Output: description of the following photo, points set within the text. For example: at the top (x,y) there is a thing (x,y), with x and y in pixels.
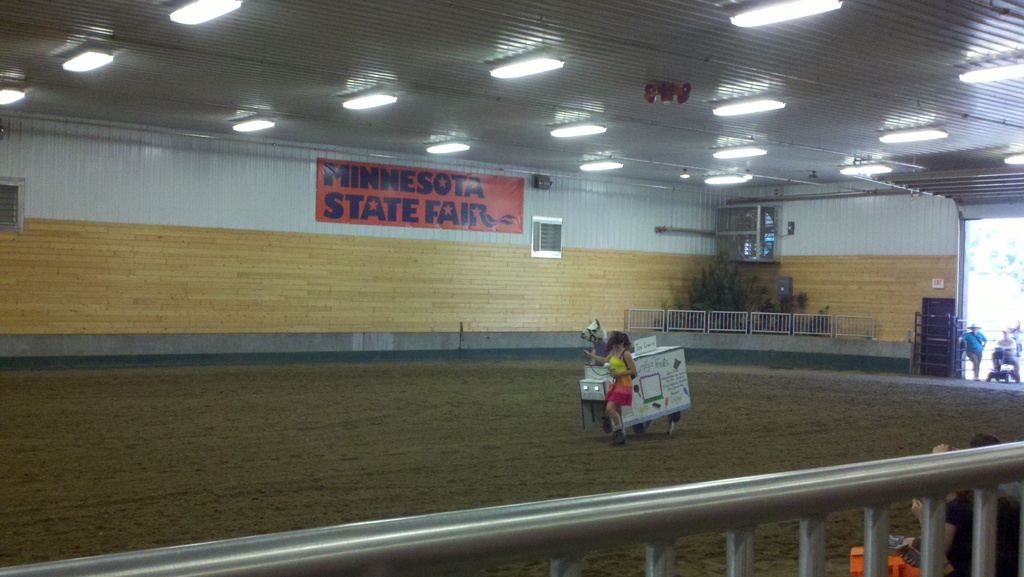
In this image there is a horse (594,351) covered with a cardboard box (641,388) with some text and pictures (655,389) on it. Beside the horse (639,383) there is a person (611,411). At the bottom of the image (298,469) there is sand (282,452). There is a metal fence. In the background of the image (271,300) there is a banner (383,208) on the wall (485,246). There are plants (721,295). On the right side of the image (945,550) there are people (955,540). On top of the image (776,12) there are lights (810,13).
